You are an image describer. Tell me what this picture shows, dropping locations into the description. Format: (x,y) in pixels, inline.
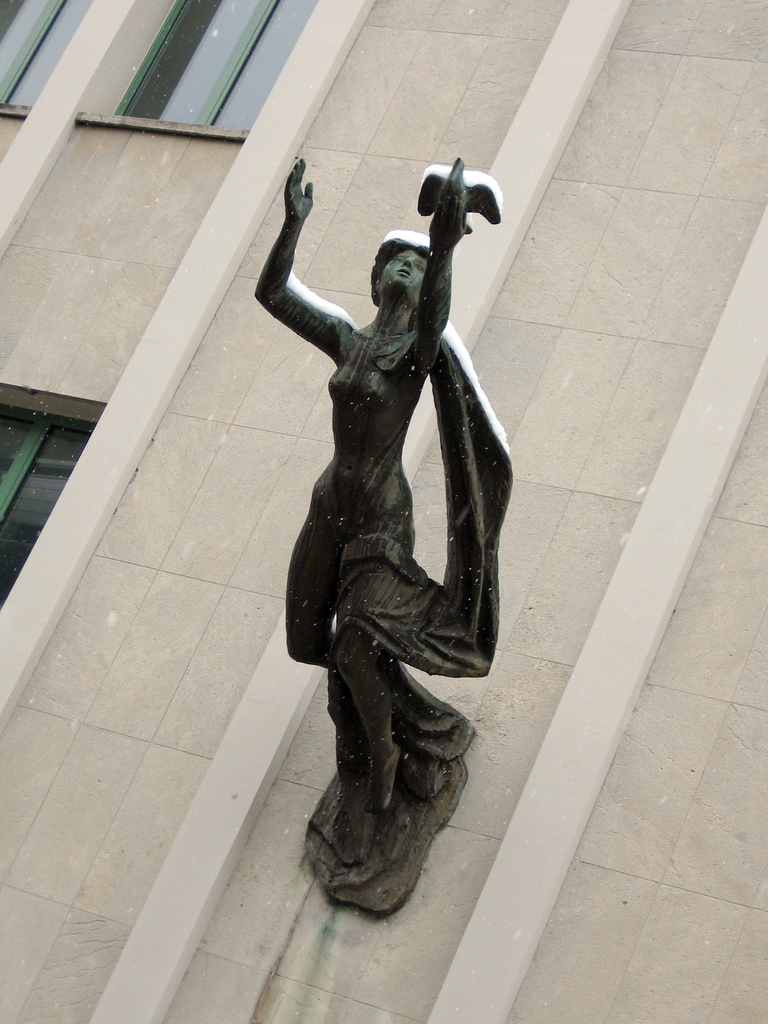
In the center of the image (364,511), we can see a sculpture (350,775) on the building (319,690) and there are windows (137,100).
